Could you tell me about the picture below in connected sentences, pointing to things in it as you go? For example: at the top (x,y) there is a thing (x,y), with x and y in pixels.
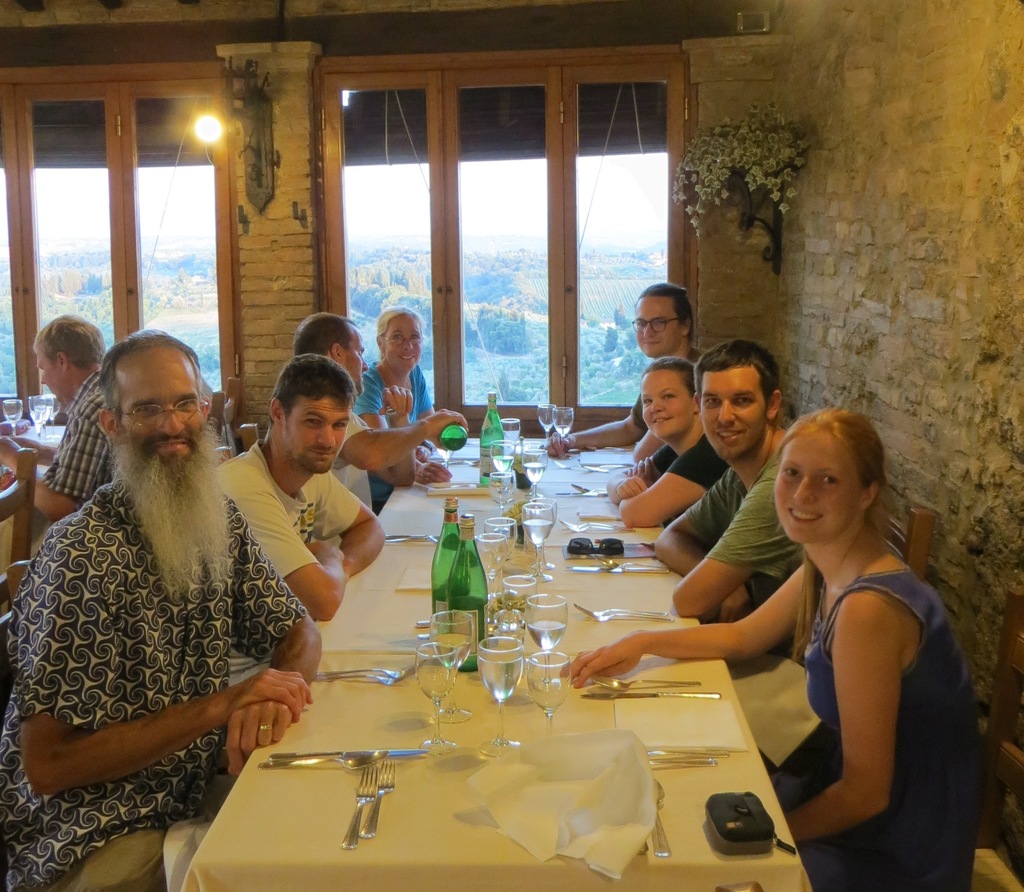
This is a picture taken in a restaurant (268,581), there are a group of people (359,459) sitting on a chair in front of the people (199,670) there is a table (241,844) covered with cloth (396,869) on the table (431,871) there are fork (364,799), tissue (540,795), spoon (620,683), glasses (500,663), bottle (457,575) and goggle (588,551). Background of this people (318,502) is a glass window (452,311) and a wall (888,240) on the wall (903,238) there is a flower plant (755,170) and a light (210,130).
